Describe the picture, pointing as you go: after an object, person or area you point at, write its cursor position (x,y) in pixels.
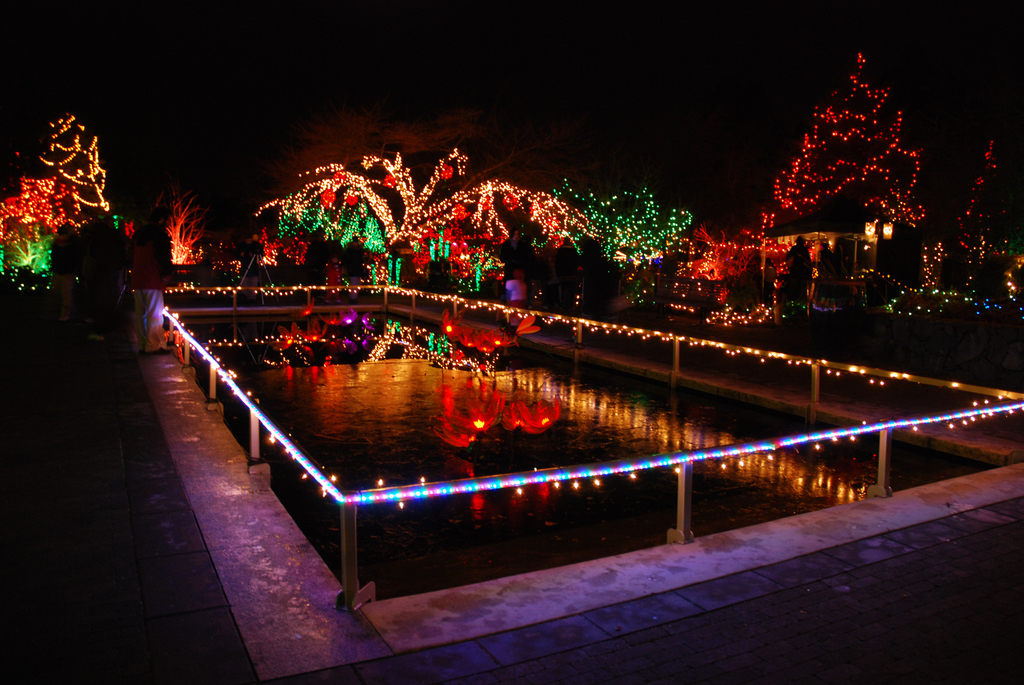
In this image there is a pond (405,409) in the middle (420,442) which is decorated with the lights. In the background (531,207) there are trees (521,203) which are also decorated with the lights (375,194). Beside the pond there are few people (92,264) standing on the floor (125,392) and watching the lights (473,240).
